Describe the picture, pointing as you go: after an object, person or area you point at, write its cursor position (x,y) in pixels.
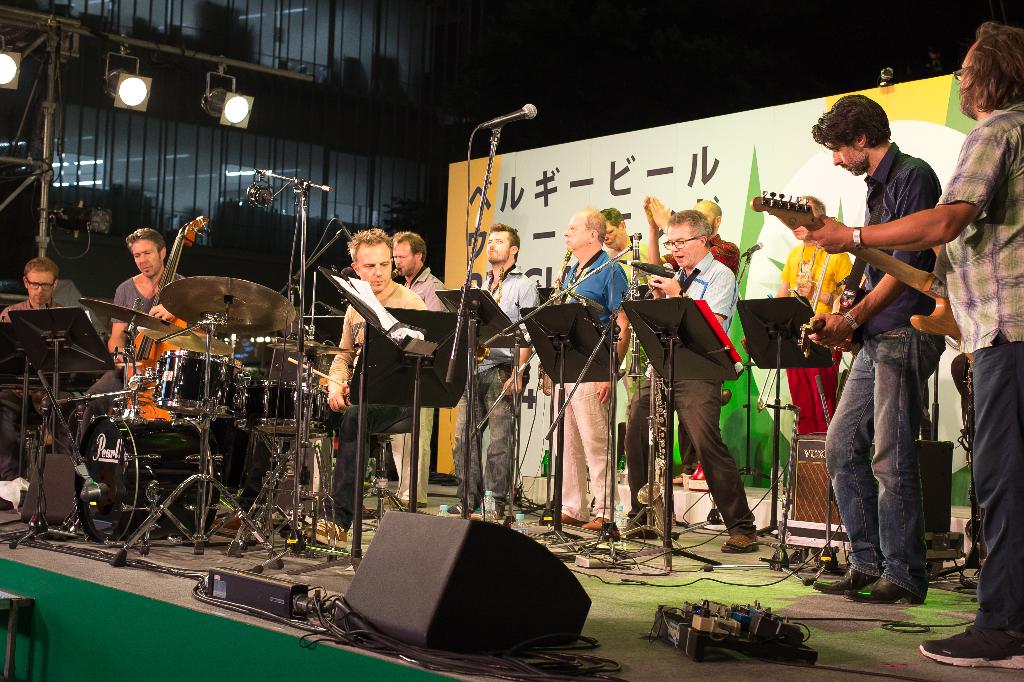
In this image we can see some group of persons (19,306) standing and some are sitting on stage (59,623) playing some musical instruments (147,357), there are some microphones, stands (564,394), sound boxes (523,561) on stage (249,679) and in the background of the image (550,222) there is a sheet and some glass building (243,23).
